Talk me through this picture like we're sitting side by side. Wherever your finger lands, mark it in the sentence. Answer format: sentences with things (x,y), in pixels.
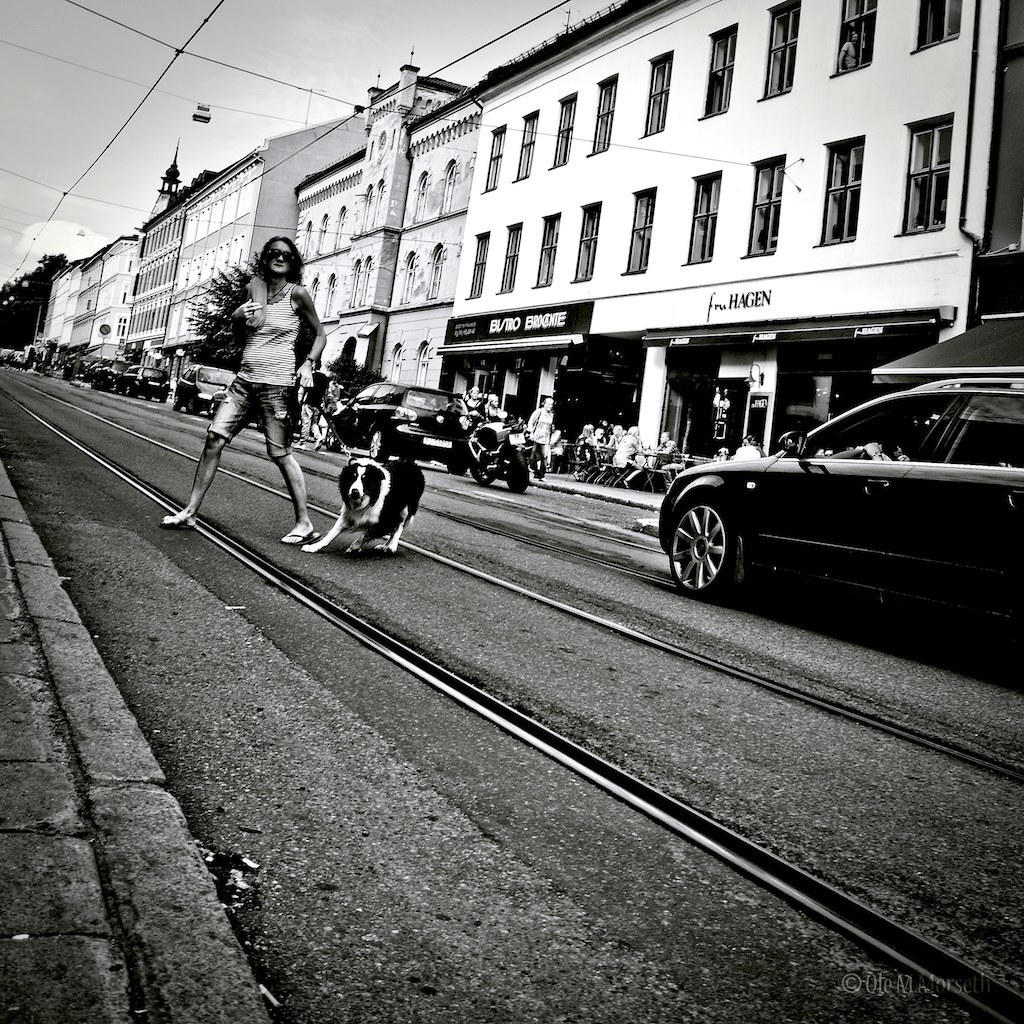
In this image there is the sky (297,31) towards the top of the image (382,38), there are buildings (760,261) towards the right of the image (764,244), there are windows (758,180), there is text (767,302) on the building (767,302), there is a board (514,332), there is text (558,317) on the board (527,321), there are a group of persons (635,442) sitting on the chairs (629,467), there is road (322,689) towards the bottom of the image (413,829), there are vehicles (722,480) on the road (251,436), there is a woman (278,410) walking on the road (328,598), she is holding an object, she is wearing a bag (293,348), there is a dog (403,501) on the road (463,508).
